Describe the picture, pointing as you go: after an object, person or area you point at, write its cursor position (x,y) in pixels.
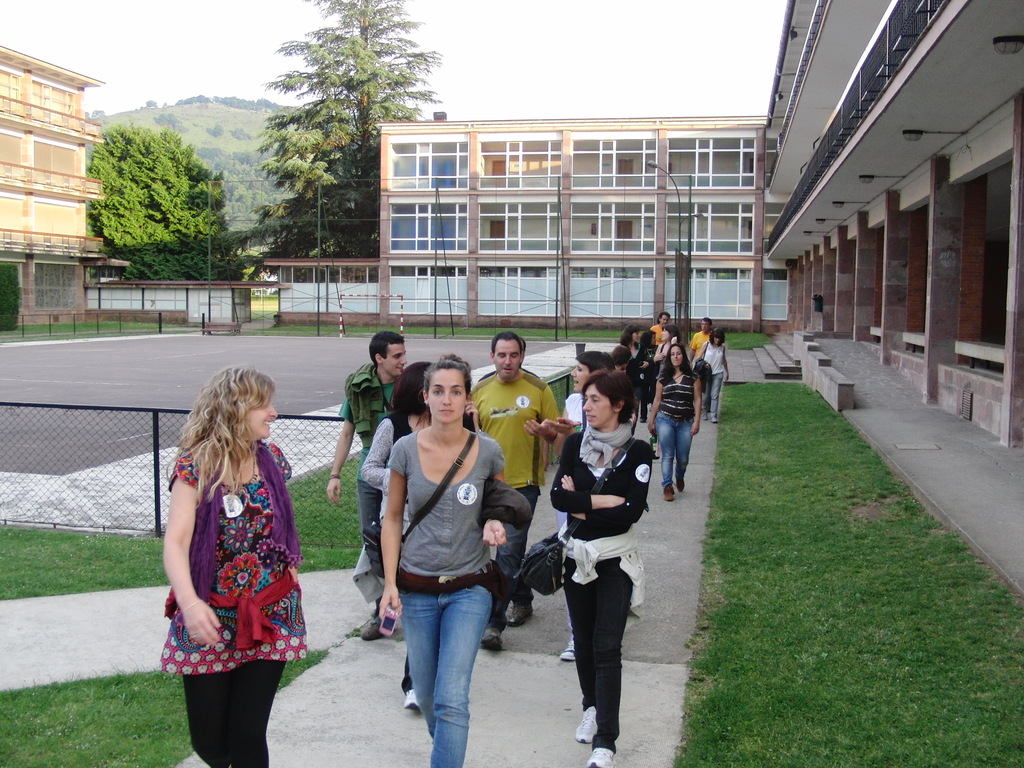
In this image we can see a group of people (708,328) standing on the ground (395,712). One woman (428,584) is holding a mobile (391,629) in her hand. On the left side of the image (83,466) we can see a fence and the grass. On the right side of the image (803,192) we can see a building (919,372) with pillars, railing (825,171) and staircase (805,367). In the background (184,284), we can see buildings (41,266) with windows (46,297), a group of trees (150,228) and the sky (131,14).
